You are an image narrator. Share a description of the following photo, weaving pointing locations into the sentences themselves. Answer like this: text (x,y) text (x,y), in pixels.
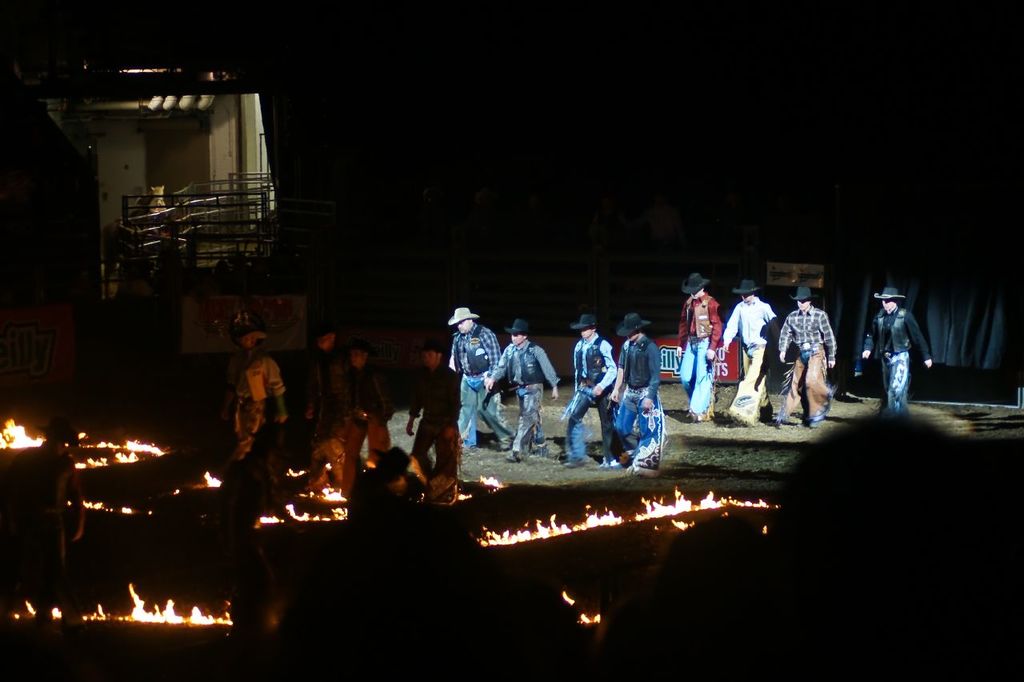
In the center of the image (530,432) we can see a few people (642,409) are performing and they are in different costumes (451,419) and they are wearing hats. And we can see the fire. In the background (982,281) there is a wall (122,183), curtain (995,296), fences (721,284), banners (199,306), few people (243,325) are standing and a few other objects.
